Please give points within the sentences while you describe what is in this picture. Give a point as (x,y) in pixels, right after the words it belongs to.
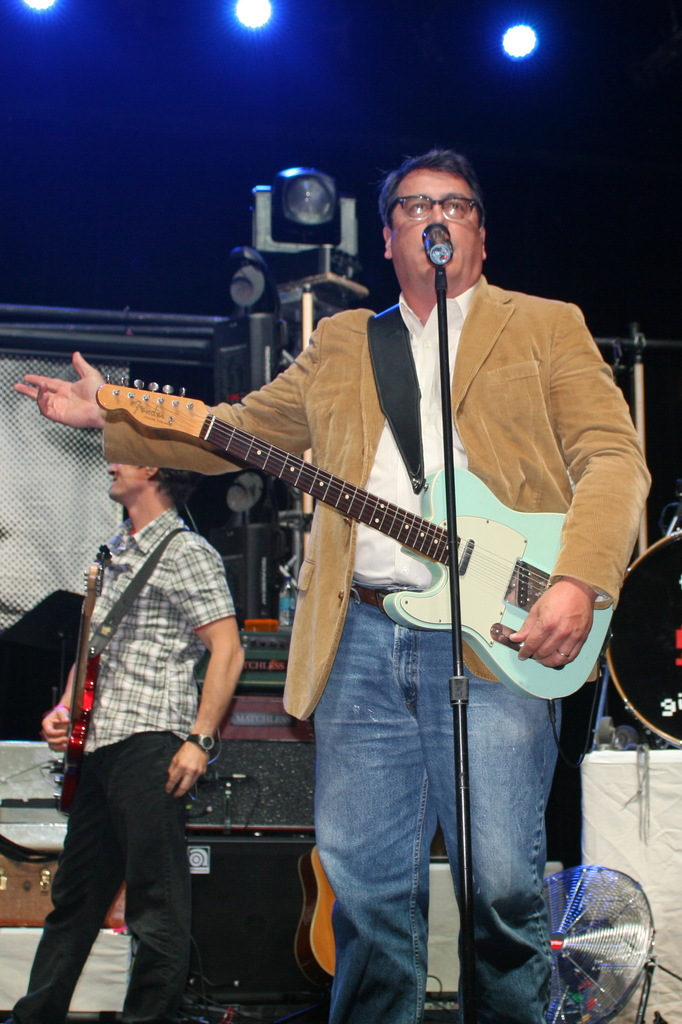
To the front (476,444) there is a man (522,422) with brown jacket (513,356), white shirt (385,579) and jeans (379,707). He is playing guitar (328,491). In front of him there is a mic (463,877). To the left side (157,618) there is a man (194,632) with black checks shirt (184,643) and holding a guitar (81,683) in his hand (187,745). In the background (304,219) there are lights (266,215) and a black box (265,859). To the bottom right (641,942) there is a fan (623,896).
